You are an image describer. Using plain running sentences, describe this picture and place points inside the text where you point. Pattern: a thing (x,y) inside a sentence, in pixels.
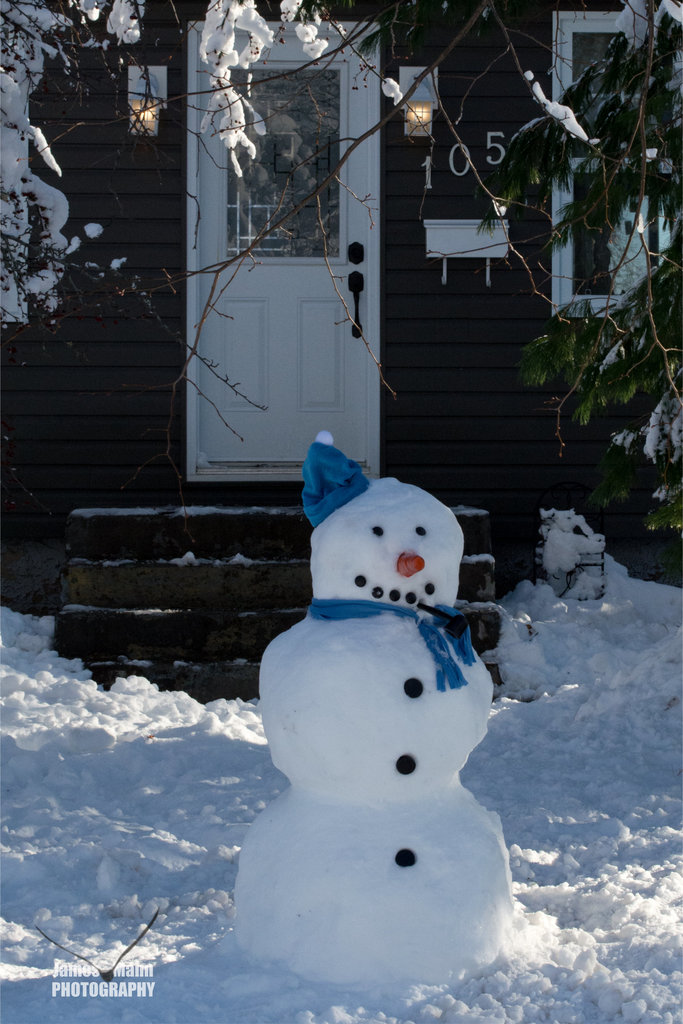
In this picture there is a snowman (335,771) on the snow (499,774) and we can see leaves (532,129) and stems (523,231). In the background of the image (251,181) we can see house (151,377), door (228,218), window (554,184) and steps (210,587). In the bottom left side of the image (59,977) we can see text (108,983) and twig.
